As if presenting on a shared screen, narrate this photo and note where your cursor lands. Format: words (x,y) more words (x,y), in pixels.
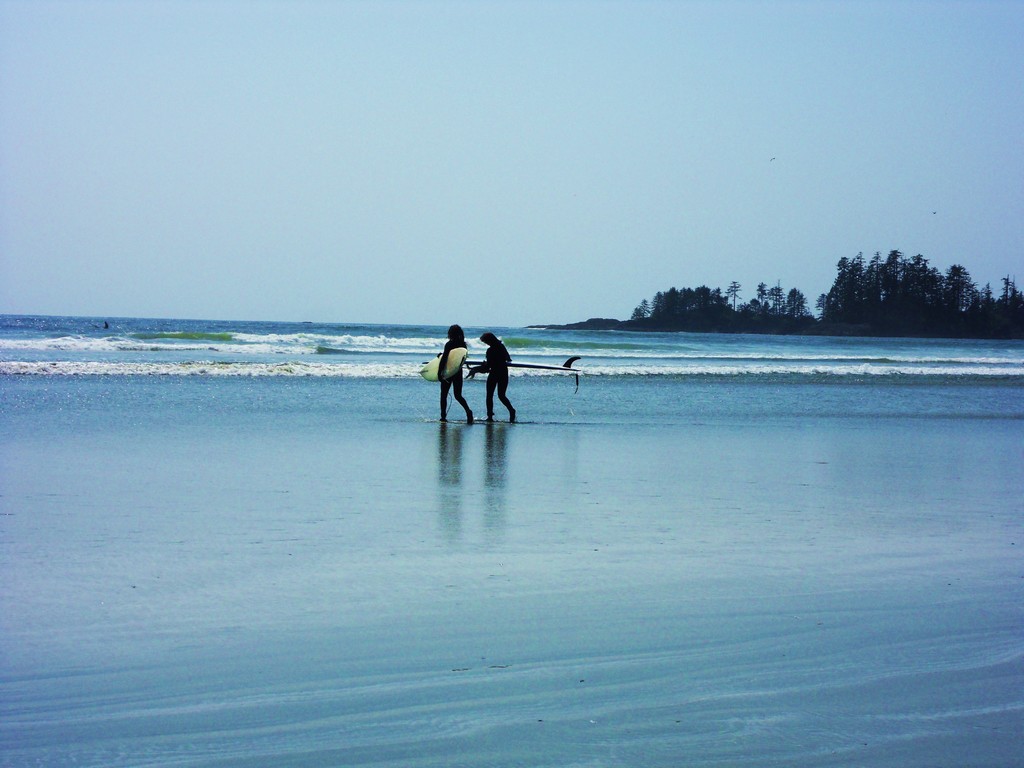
This picture might be taken on a sea shore (627,629). In this image, in the middle (442,379), we can see two persons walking on water (530,394) and holding surfboard (464,354) in their hands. On the right side (762,306), we can see some trees (1006,306). On top (340,59) there is a sky (244,153), at the bottom (717,578) there is a water (282,341) in a ocean (347,345).
